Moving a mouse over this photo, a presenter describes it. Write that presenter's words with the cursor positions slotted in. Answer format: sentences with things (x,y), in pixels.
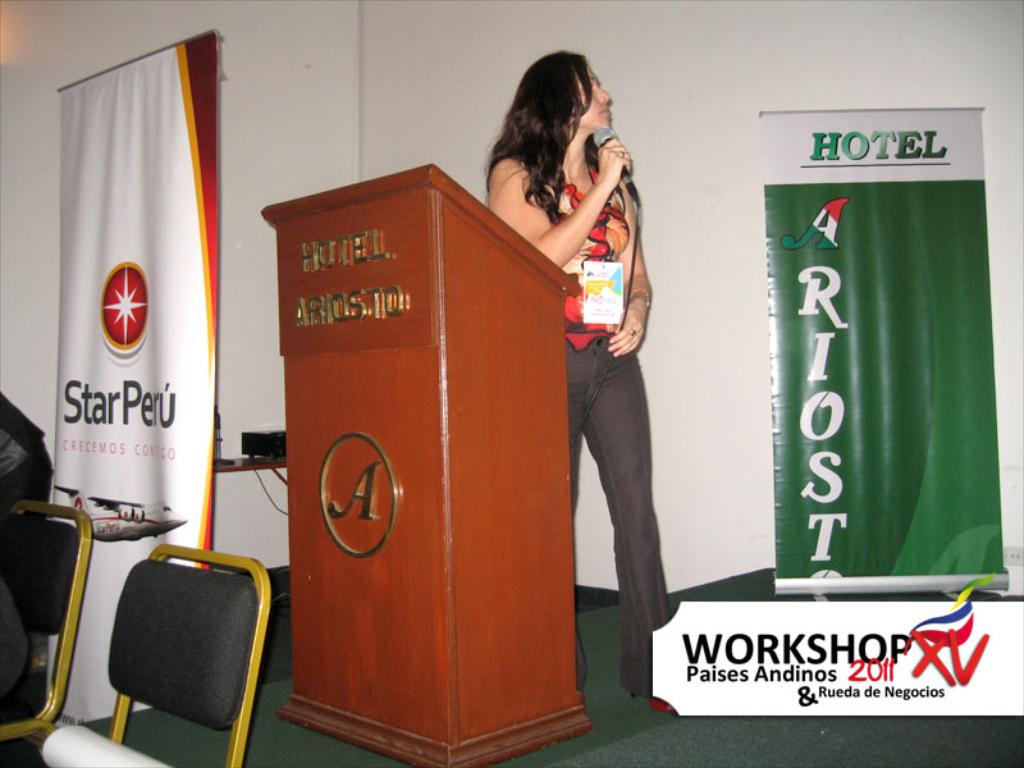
In this image we can see a woman (604,248) wearing a top (609,210) and trousers (614,436) is holding a microphone (627,180) in her hand (605,170) is standing on the stage (615,708). In the center of the image (445,327) we can see a podium (410,282) with some text (326,240) on it. On the left side (26,616), we can see two chairs (239,708) and a person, a device (256,447) placed on the table (255,464). In the background (871,504) we can see two banners (836,346) with some text (139,420). In the bottom (750,638) we can see the text (921,671).
